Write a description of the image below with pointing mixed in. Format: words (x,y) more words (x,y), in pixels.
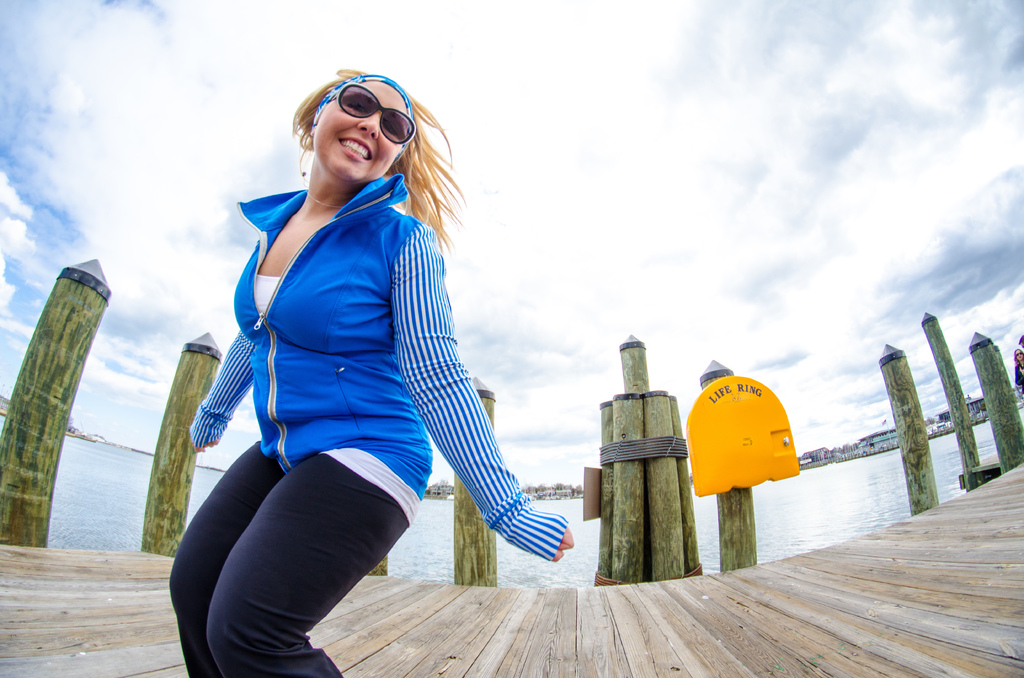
In this image there is a lady (328,506). At the bottom (985,529) there is a board bridge (557,609). In the background (581,555) there is water (774,546) and we can see buildings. At the top (408,85) there is sky (408,85).
